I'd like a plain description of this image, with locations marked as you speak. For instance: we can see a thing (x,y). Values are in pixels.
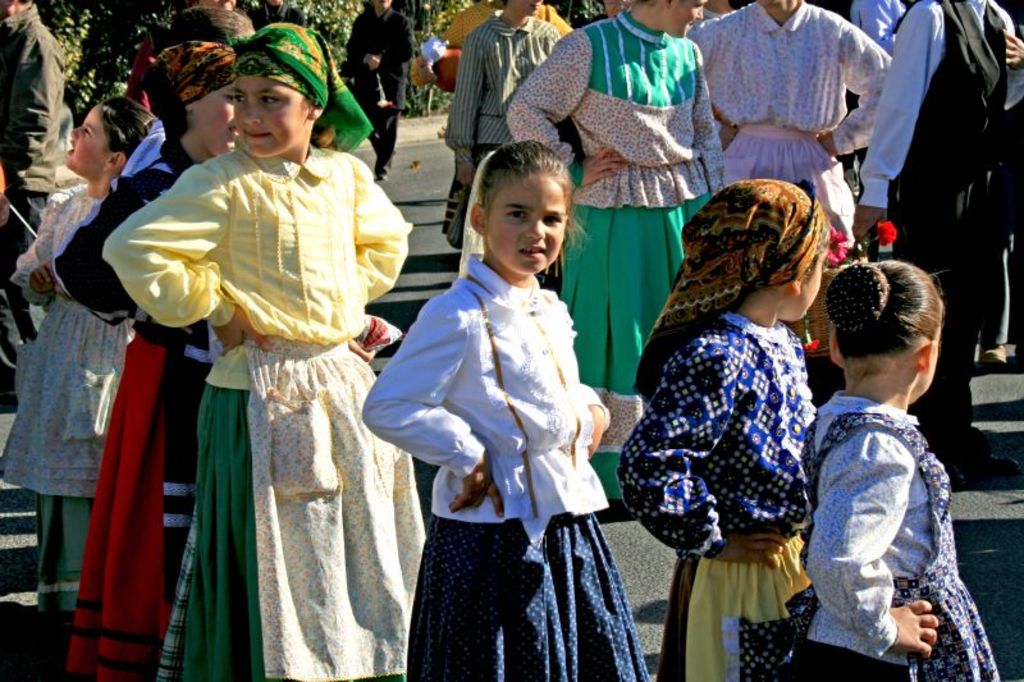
In this image we can see many people (561,202). Some are wearing scarf (693,254) on the head (272,34). In the background (87,58) there are trees (419,20).
